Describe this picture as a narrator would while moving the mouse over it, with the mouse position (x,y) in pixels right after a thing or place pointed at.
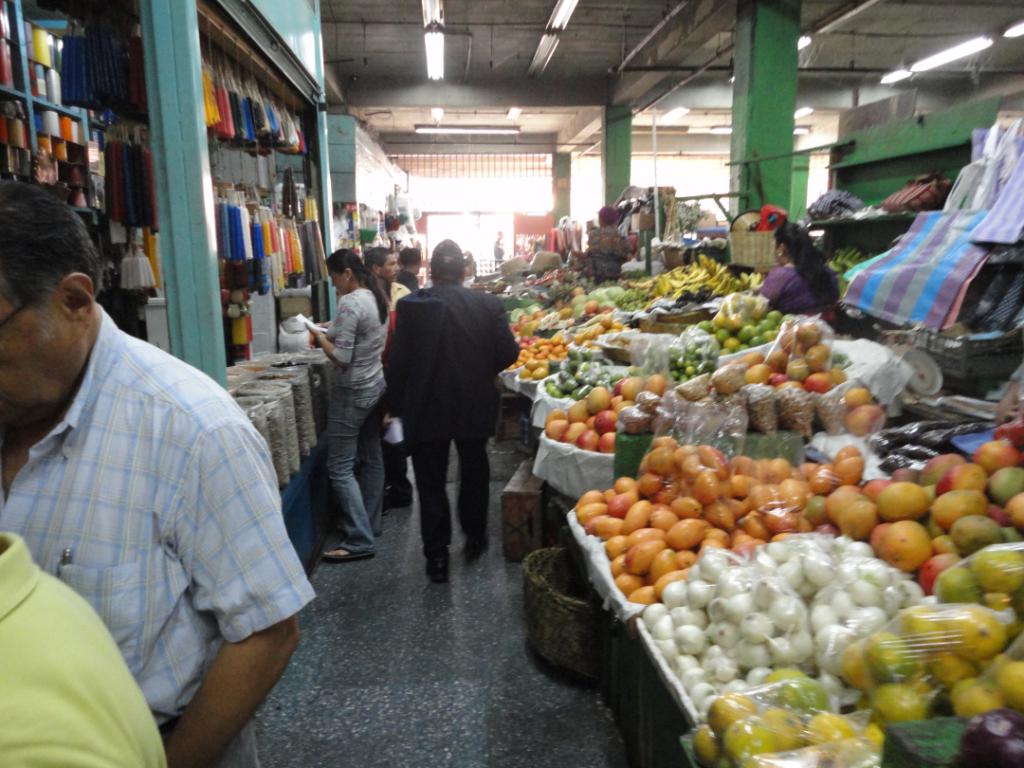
This picture looks like a market and I can see few vegetables (863,572) and fruits (592,305) and I can see a basket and wooden box (509,486) on the floor (511,588) and I can see few people (344,358) are standing and I can see few other items (297,425) in the polythene bags (267,377) and I can see few lights (552,57) on the ceiling (603,23) and I can see carry bags (928,234) on the right side of the picture (920,266).
